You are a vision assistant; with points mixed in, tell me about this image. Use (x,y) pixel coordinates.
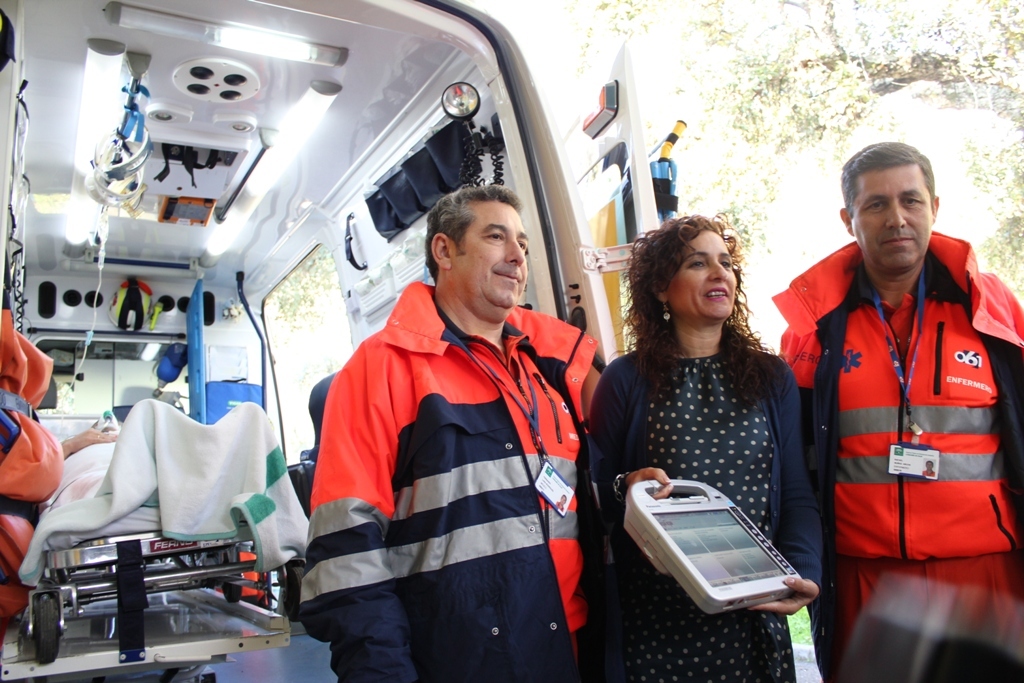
In this image on the left (82,206) there is an ambulance (155,354). In the right (930,397) three people (410,560) are standing. In the middle (662,423) a lady (705,410) is holding something. In the background (781,148) there are trees (778,182). Inside the ambulance (154,611) a person (97,437) is lying on the stretcher (261,584).
